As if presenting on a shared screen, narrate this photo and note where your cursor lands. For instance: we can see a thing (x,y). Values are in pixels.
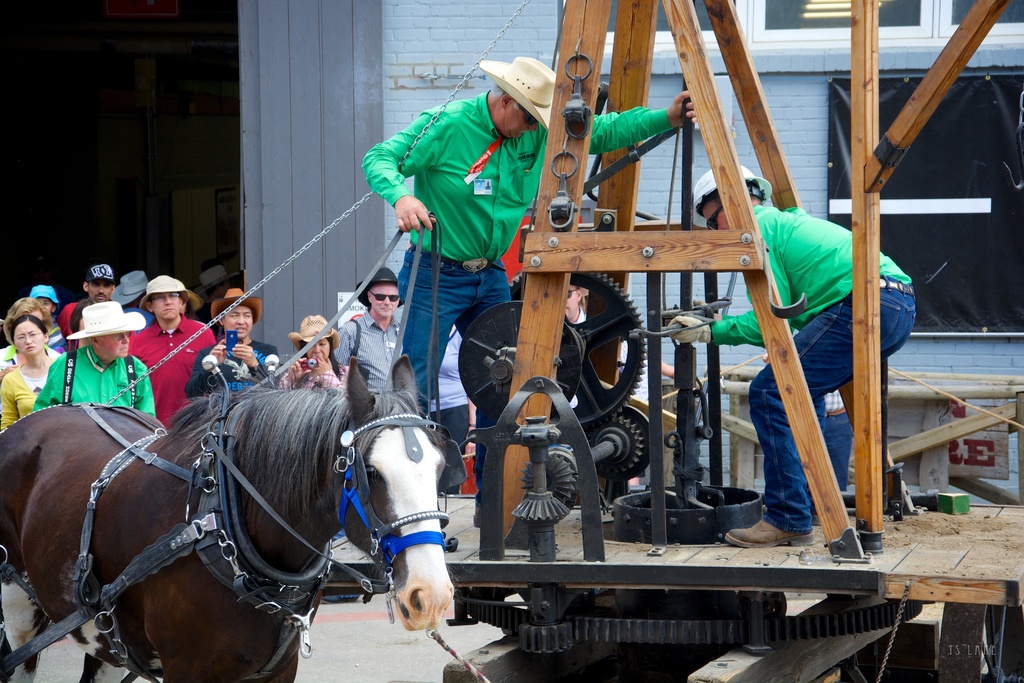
In this image there is a horse (122,496), on the right side (990,601) there is a machine (814,577), on that there are two persons (814,247) standing, in the background (86,364) there are people (143,318) standing and there is a building (338,24).
